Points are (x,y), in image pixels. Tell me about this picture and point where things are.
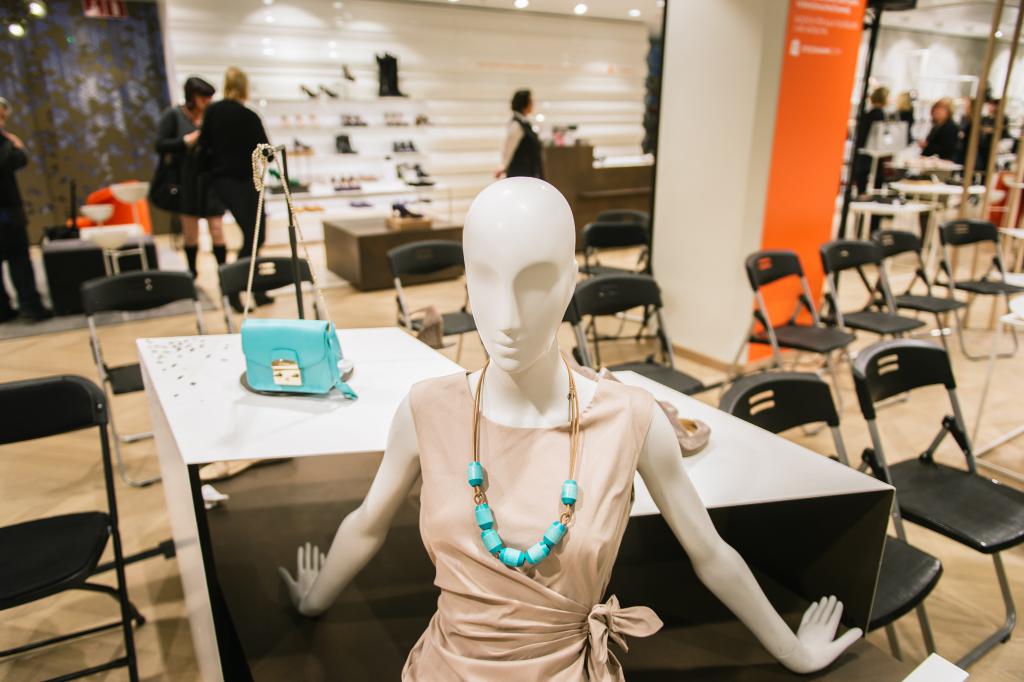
This image is taken indoors. At the bottom of the image (281,544) there is a table (257,437) with a few things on it and there is a mannequin (489,369). In the background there are a few walls (487,88), footwear (343,70) and a table (584,200) with a few things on it and there are many empty chairs (932,489). On the left side of the image (189,179) a few people (182,233) are standing on the floor (649,350).
